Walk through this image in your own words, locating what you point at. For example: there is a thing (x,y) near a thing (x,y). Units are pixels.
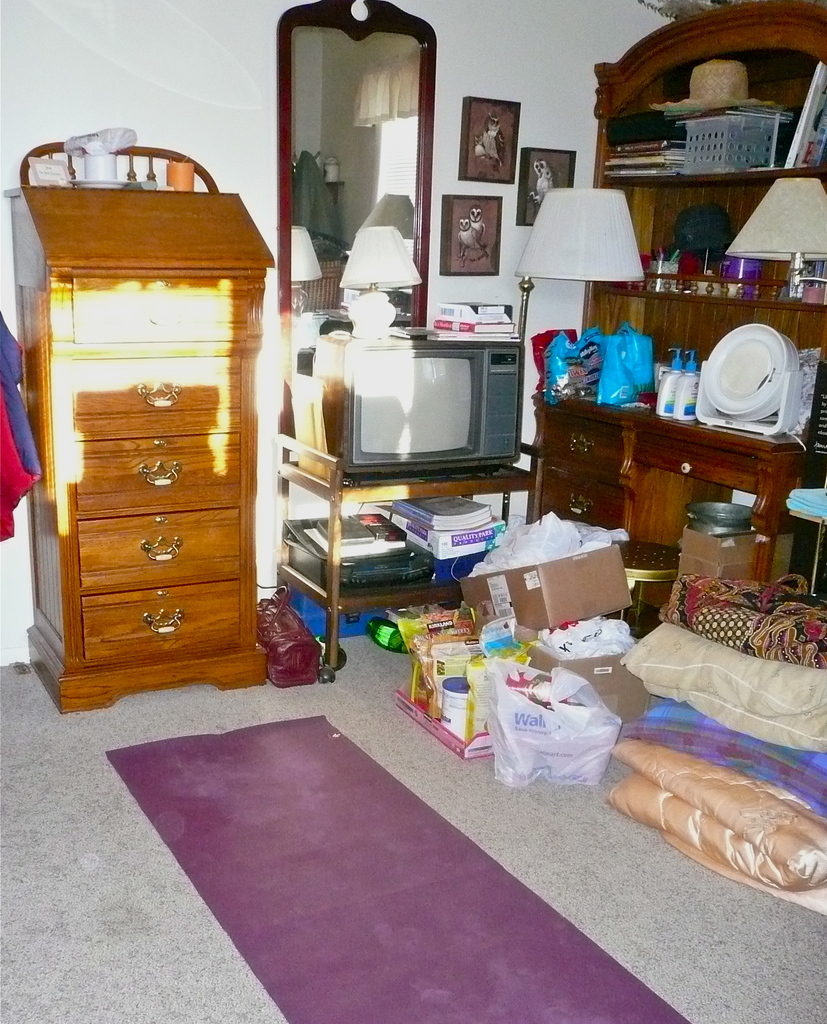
In this image on the left side (131,443) there is a chest of drawers (169,398). In the center (408,432) there is a TV (423,438) on the stand (365,500) and there are books (354,543) on the stand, on the top of the TV (399,349) there is lamp (384,319) and there are books (471,326). In front of the TV (430,451) on the floor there are objects (638,771). On the right side (659,450) there is a cupboard (691,306) and on the cupboard (711,328) there are plates (744,385), bottles (685,404), there is a hat (729,90) and there are frames (490,145) on the wall (464,86). On the left side (10,472) there is an object (11,492) which is in red and blue colour. On the floor (108,914) there is a mat (268,862) and there is a purse (295,662).
